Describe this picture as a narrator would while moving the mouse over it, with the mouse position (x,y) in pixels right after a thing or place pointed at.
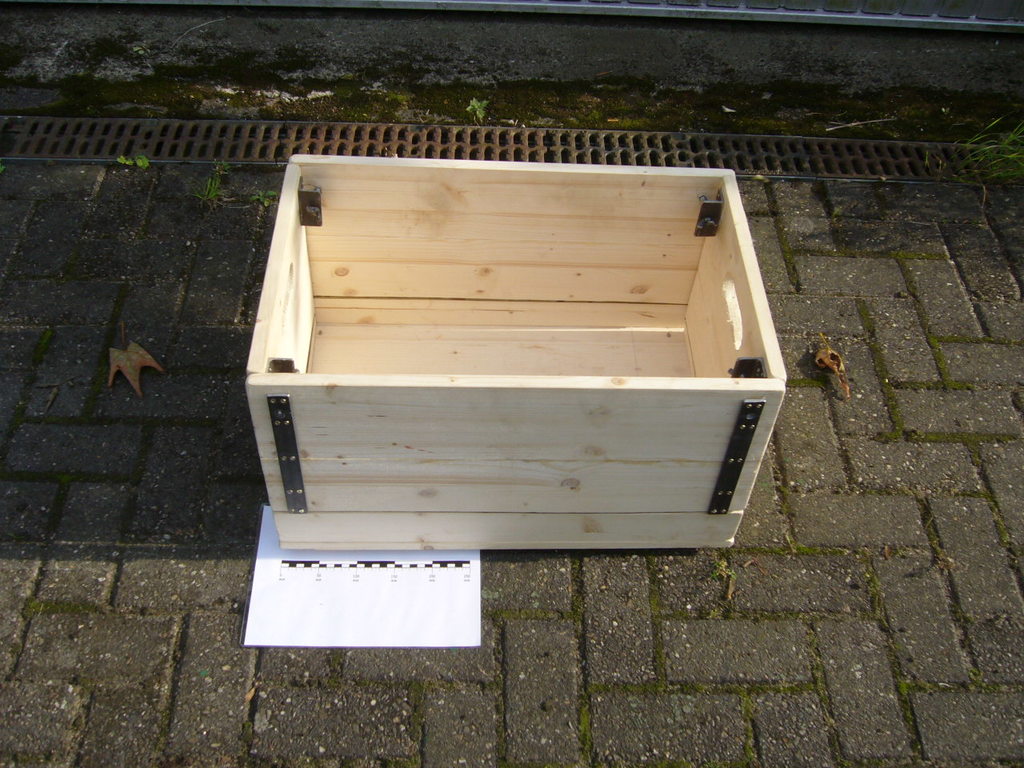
In the image there is a wooden box (414,265) on the side of the road (159,443).
